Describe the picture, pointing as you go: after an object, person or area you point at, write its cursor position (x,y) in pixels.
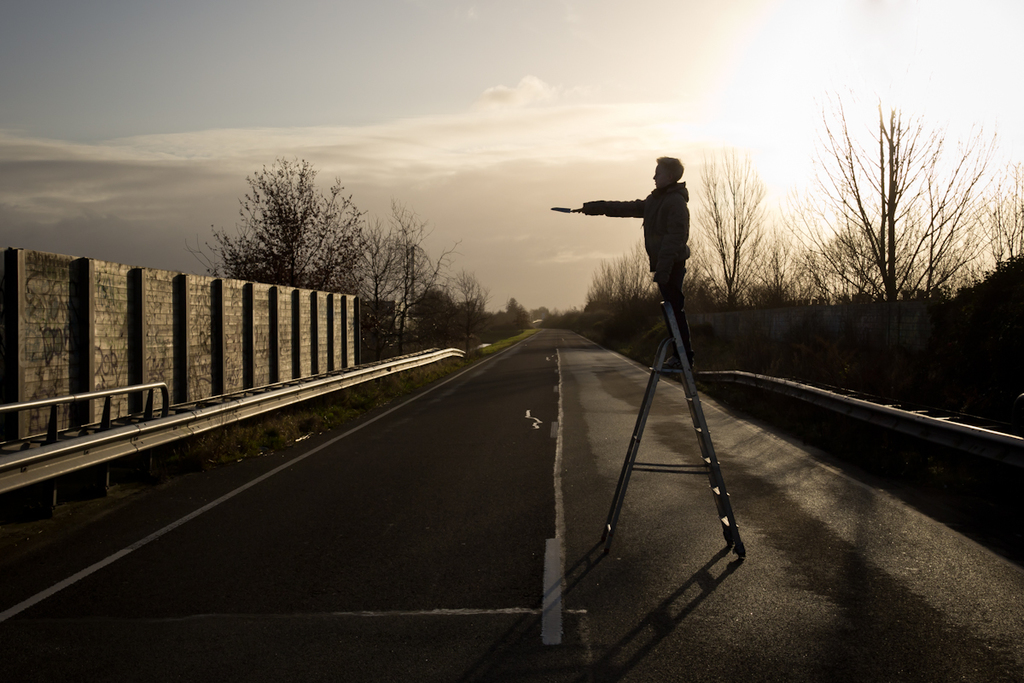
In this image, we can see a person (634,215) holding an object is standing on a ladder (716,497). We can see the ground (358,455). There are a few trees (427,324). We can see some grass (245,437) and the sky (639,220) with clouds (585,223).
